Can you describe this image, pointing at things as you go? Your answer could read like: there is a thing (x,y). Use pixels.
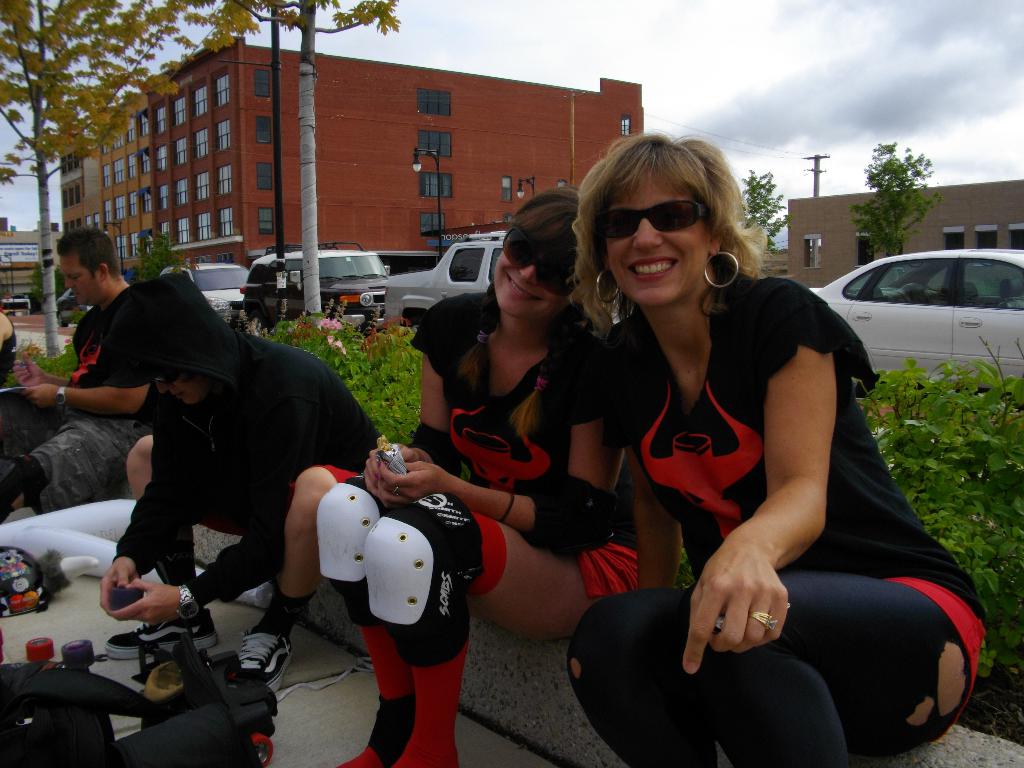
In this image we can see few persons (434,535) sitting on a surface (323,621), one of them is holding a food item (398,465), another one is holding an object (116,597), in front of them, there are some other objects (86,659), we can see some plants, trees (161,82) and an electrical pole (816,162) with wire (757,147), there are some buildings (84,198), vehicles (896,303), also we can see the sky (910,67).
